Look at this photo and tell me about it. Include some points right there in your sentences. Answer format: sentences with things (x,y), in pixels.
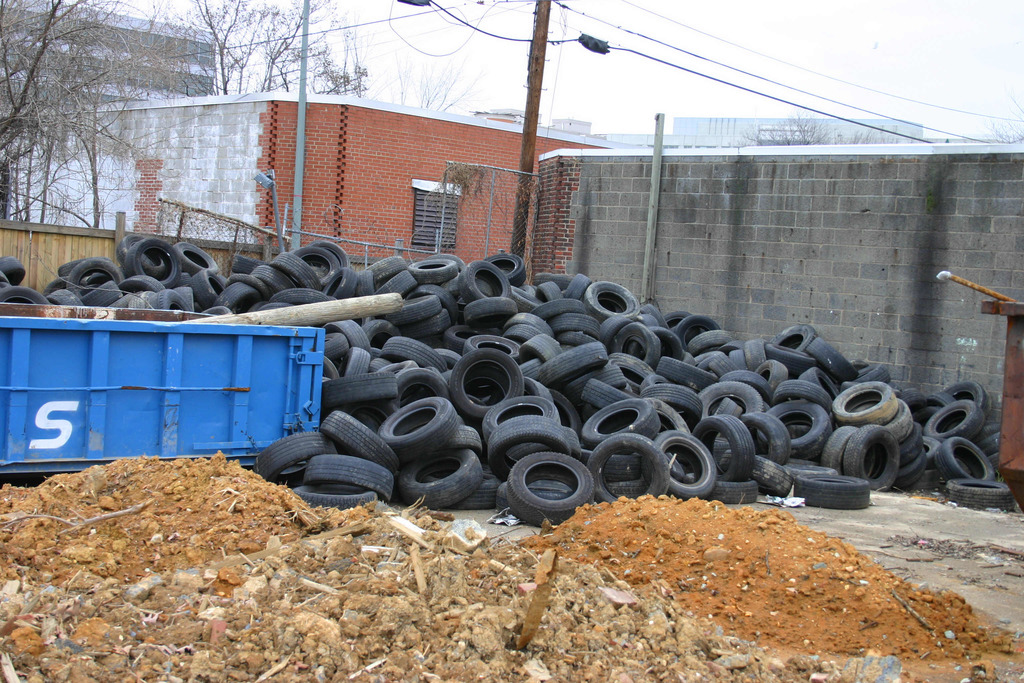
In this image I can see few wheels (322,441), mud (627,527), wooden sticks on the floor (422,599). I can also see a blue color container (233,419), background (699,264) I can see few buildings (753,264) in gray and brown color, an electric pole (535,62) and the sky (447,47) is in white color.
